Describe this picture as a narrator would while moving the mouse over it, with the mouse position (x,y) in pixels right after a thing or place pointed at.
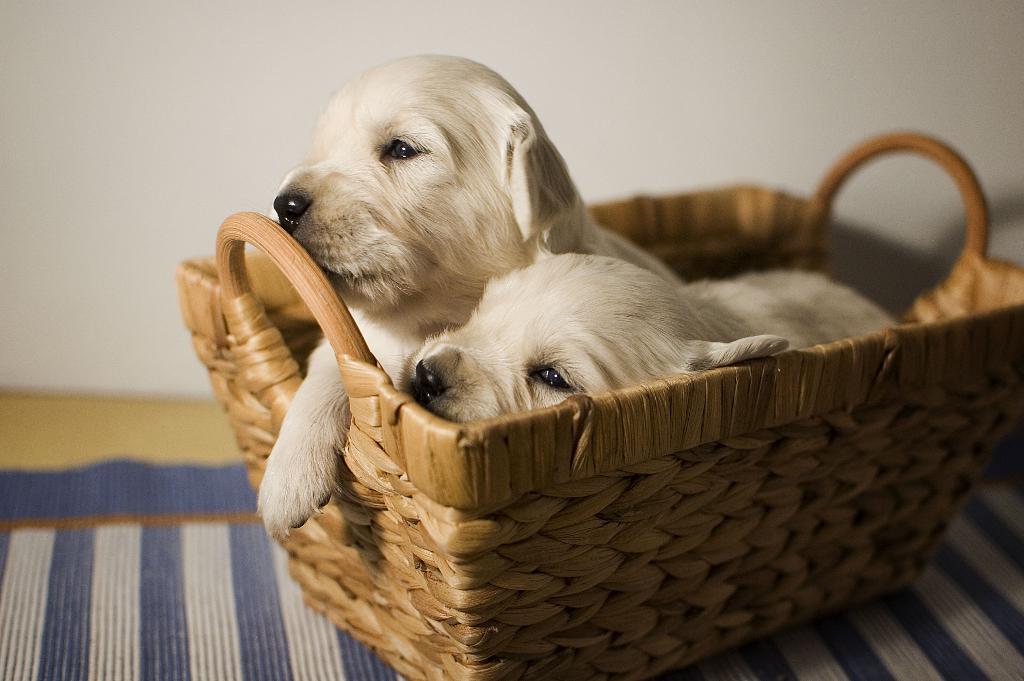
In this picture, we can see two puppies (692,338) in basket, and we can see the ground (938,616) with cloth (73,619), and we can see the wall (540,1), and we can see the basket (575,674) is kept on the cloth (964,590).
